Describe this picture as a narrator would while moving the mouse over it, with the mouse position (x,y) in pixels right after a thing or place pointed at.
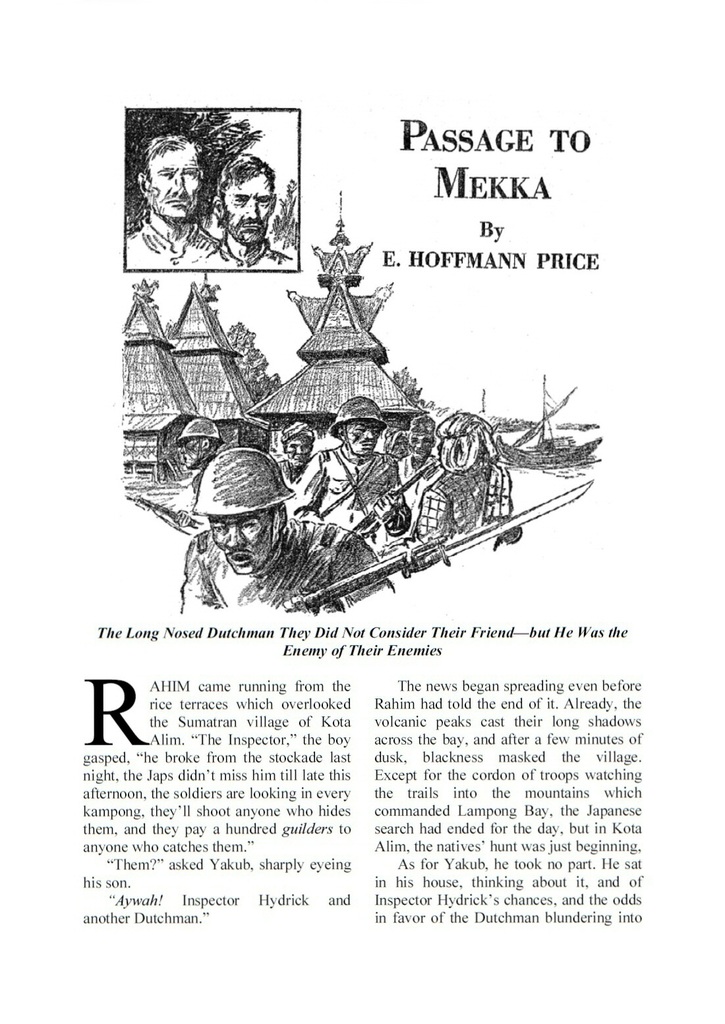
In this picture we can see a magazine paper (317,575) with drawing sketch (415,428) of some military men (376,459). On the top (463,142) we can see "Passage to Mecca" is written.
